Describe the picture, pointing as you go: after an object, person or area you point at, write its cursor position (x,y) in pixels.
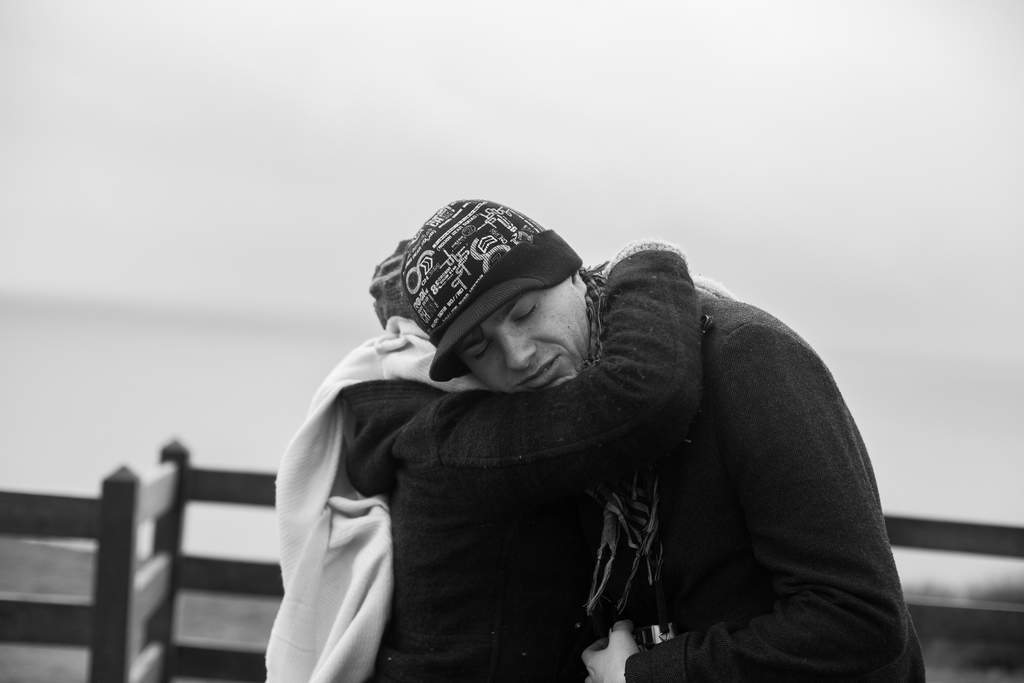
In this picture I can observe two members (388,400) in the middle of the picture (492,367). Behind them I can observe a railing (139,577). This is a black and white image.
